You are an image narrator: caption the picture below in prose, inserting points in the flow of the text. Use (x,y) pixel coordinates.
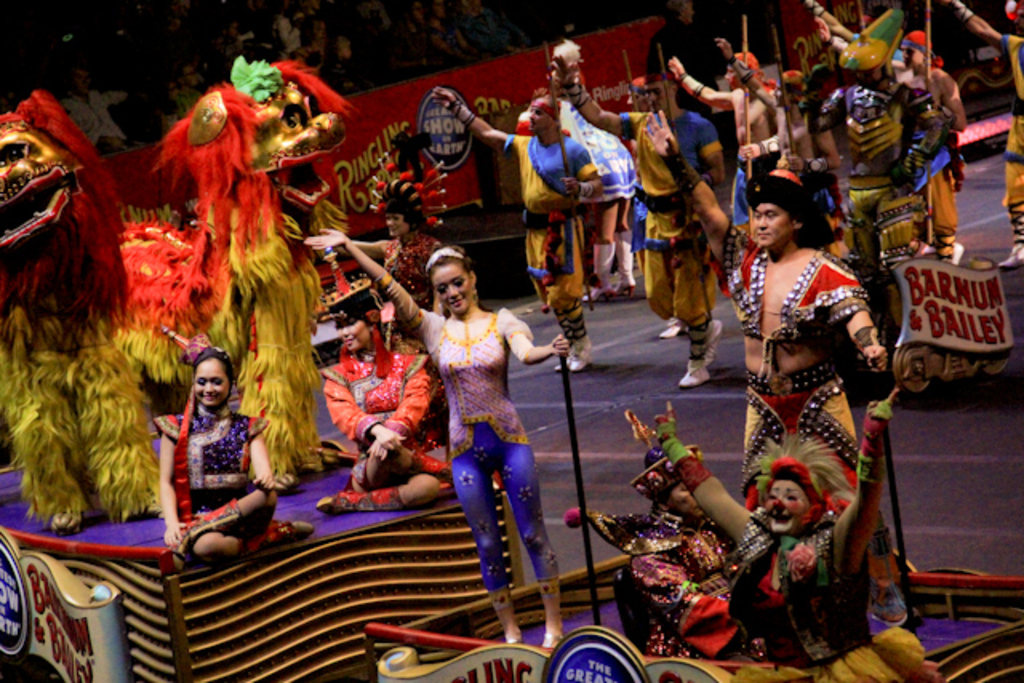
In this picture we can see some people (758,153) standing here, they wore costumes (686,182), these two persons (356,460) are sitting here, we can see sticks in their hands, there is a hoarding (452,134) here.
